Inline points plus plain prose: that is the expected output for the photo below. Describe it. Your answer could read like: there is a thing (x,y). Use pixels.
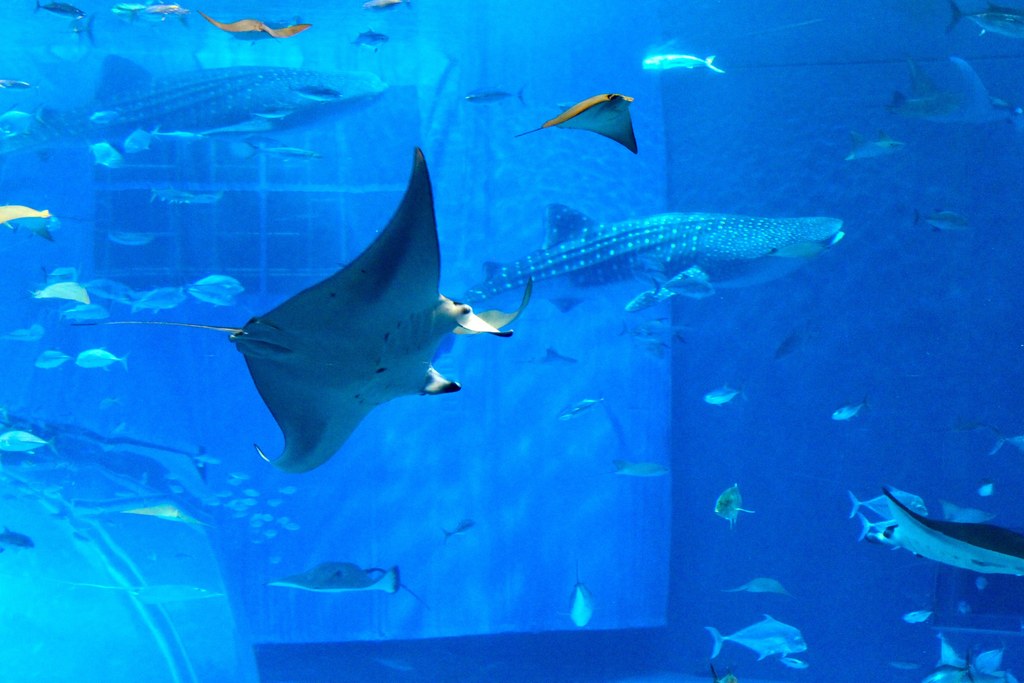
In this picture we can see aquarium (808,493). In the water (185,414) we can see many fish (621,123).
